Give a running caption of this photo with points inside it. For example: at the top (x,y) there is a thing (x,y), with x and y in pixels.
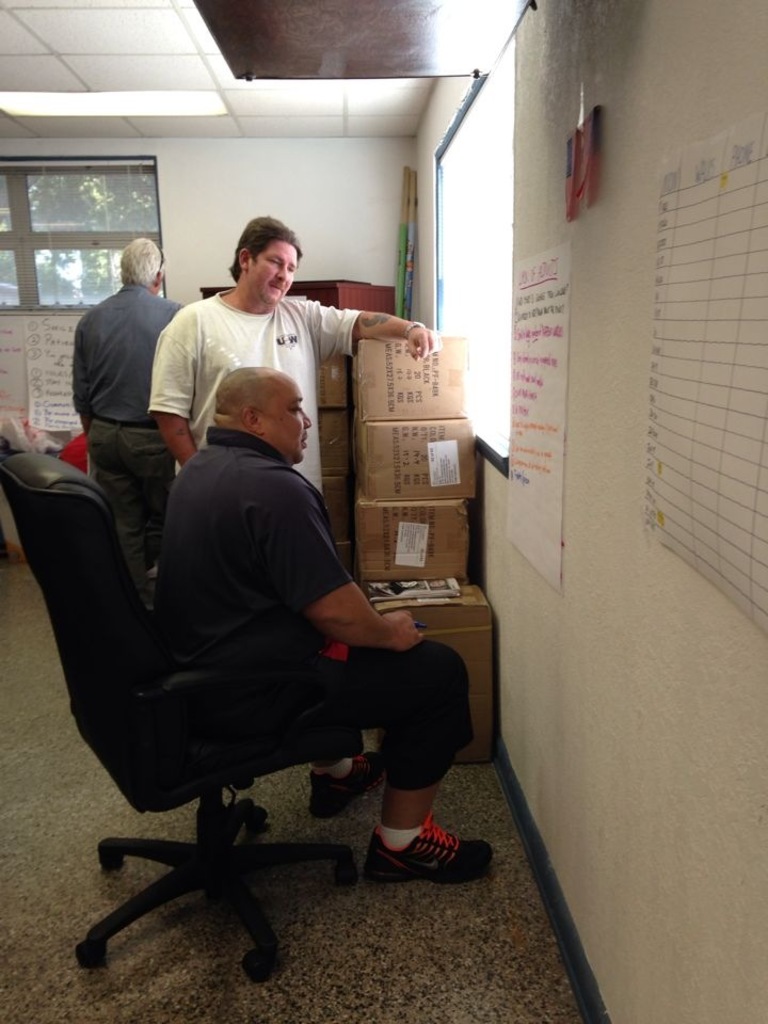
In this picture, There is a chair (128,735) which is in black color on that chair (196,754) there is a man (353,629) sitting and there are some people (133,323) standing, In the right side (625,690) there is a wall (638,708) which are in white color and there are some poster (557,401) pasted on the wall (529,216), There is a window (475,201) in white color.
